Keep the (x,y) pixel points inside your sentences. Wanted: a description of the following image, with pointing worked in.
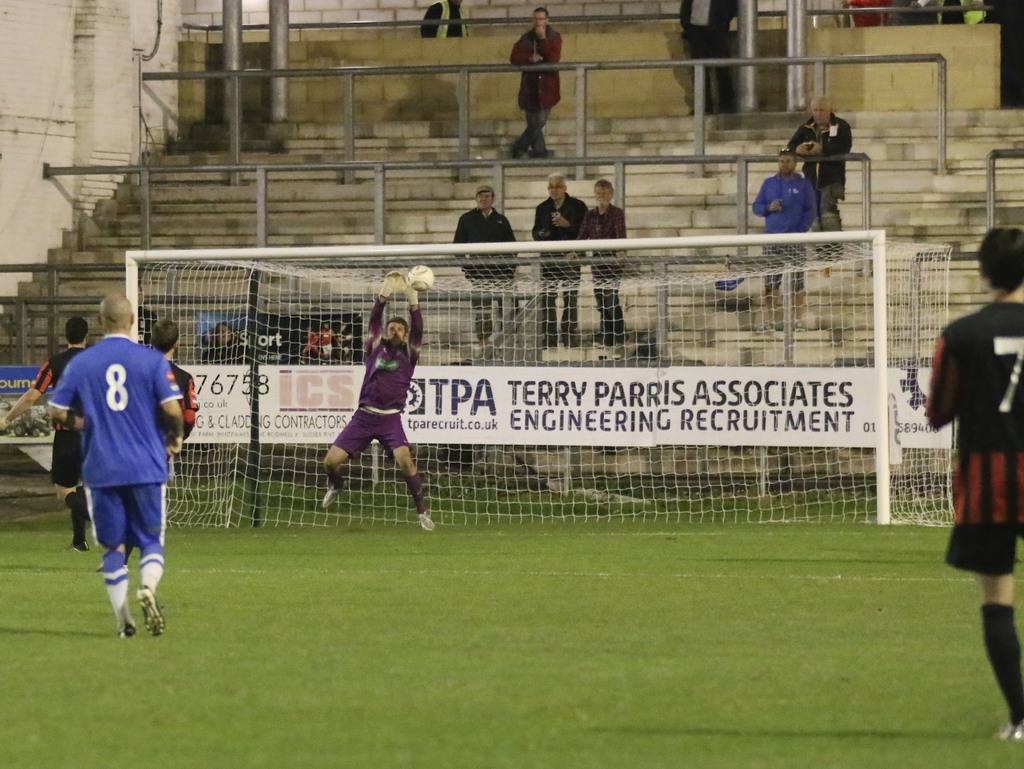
This picture is of outside, which is a Stadium (778,104). On the right (972,384) there is a Person (994,621) standing. In the center (398,332) there is a Man (389,376) seems to be hitting a ball (432,282), behind him there is a net (662,491). On the left (106,359) there are group of persons (142,434) seems to be walking. In the background (484,218) we can see group of people (797,134) standing and there are stairs (386,160).
